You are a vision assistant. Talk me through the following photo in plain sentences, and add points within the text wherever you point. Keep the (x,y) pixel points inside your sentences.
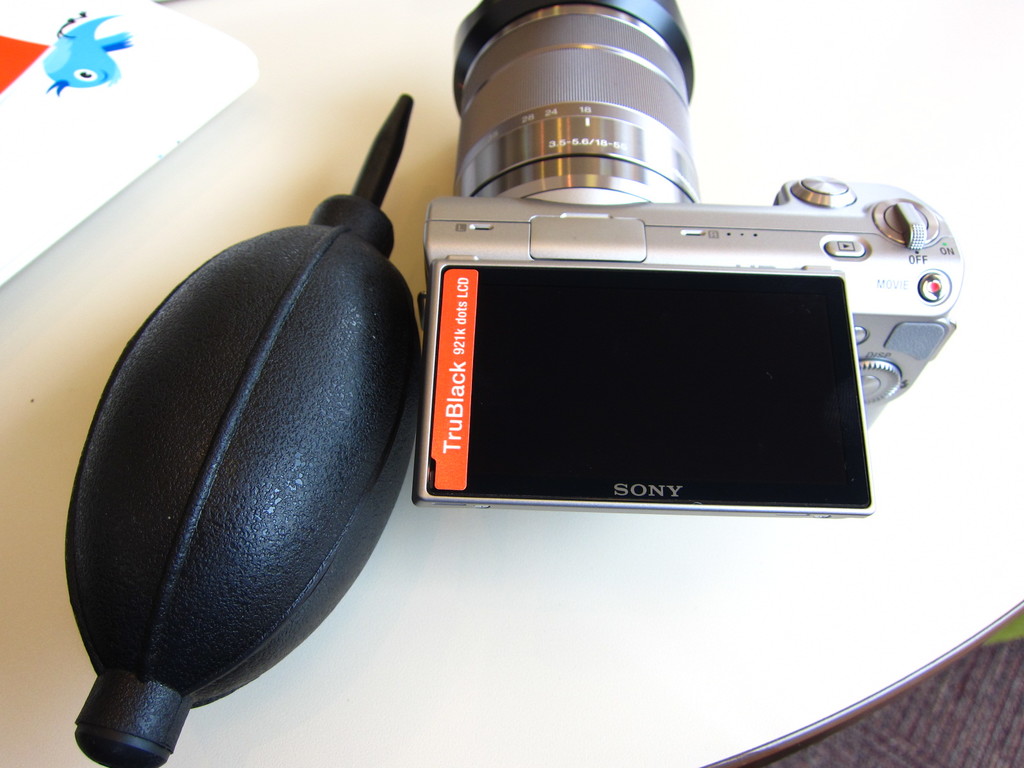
In this image, I can see a Sony camera (496,216), a black color object (343,237) and a kind of a board (110,153), which are placed on the table (739,571). This table (720,577) looks white in color.
